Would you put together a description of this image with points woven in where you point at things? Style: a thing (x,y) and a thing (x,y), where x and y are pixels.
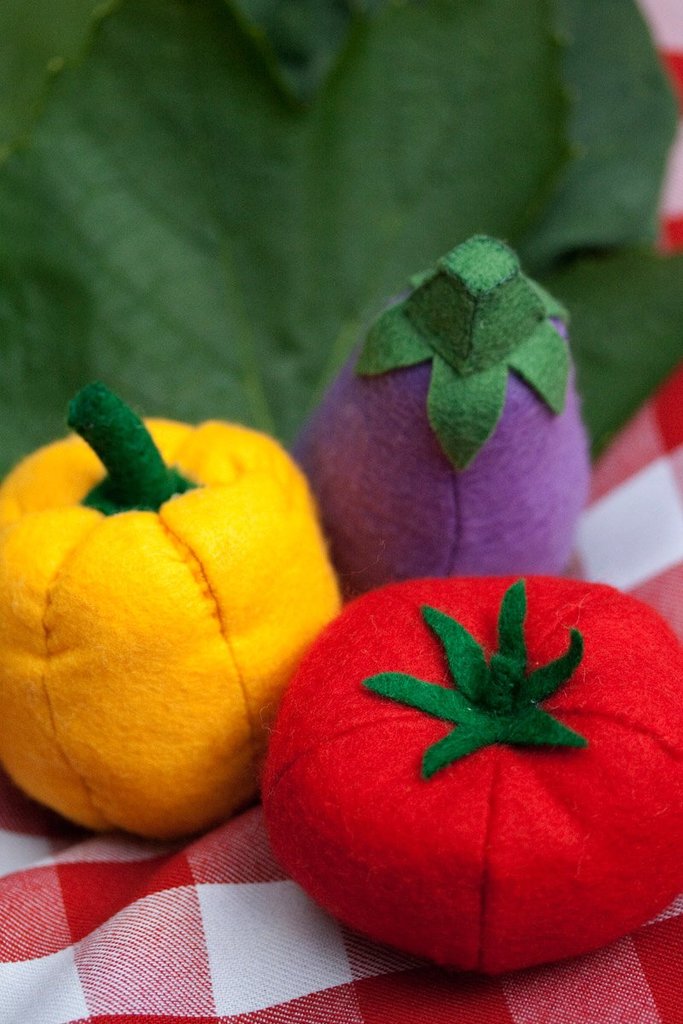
In foreground (174,862) we can a cloth (160,905) which is red and white color. In the middle (393,403) we three vegetables (149,573) are capsicum (185,603), brinjal (527,472) and tomato (561,743). on the top most (438,86) we have green color leaf (210,113) which is in blurred.
